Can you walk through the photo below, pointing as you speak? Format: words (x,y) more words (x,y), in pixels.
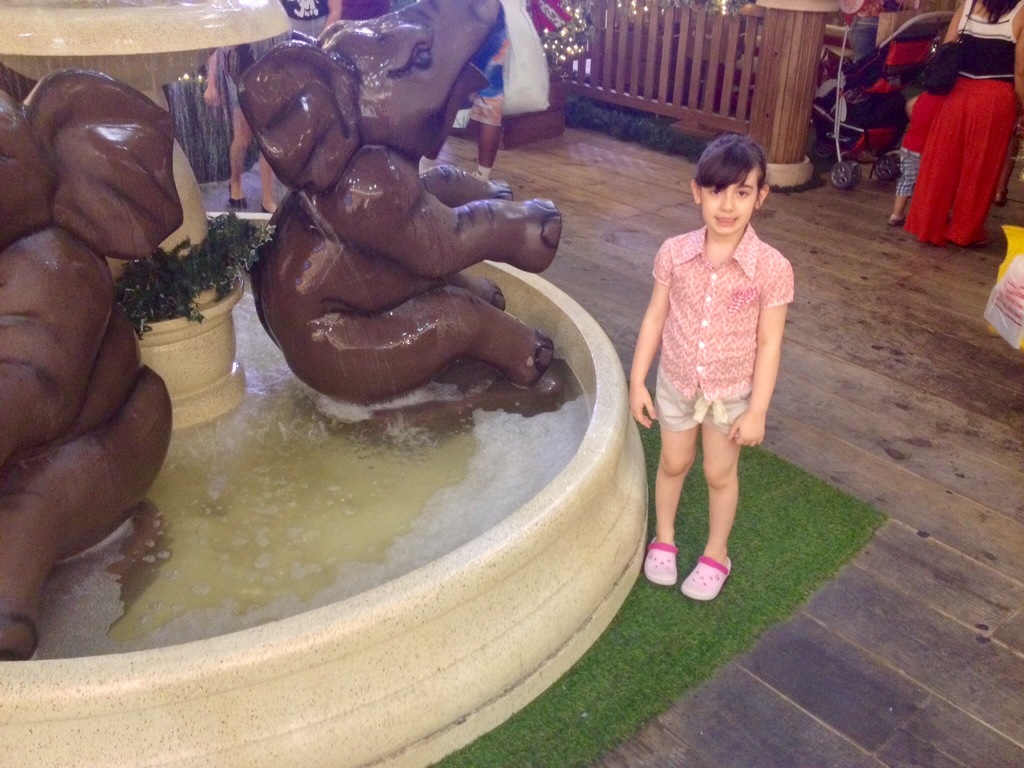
In this image we can see a kid (715,306) wearing pink color shirt (715,314), shoes (668,577) standing near the water fountain (279,367) in which there are some elephant statues (384,179) which are of brown color and in the background of the image (719,116) we can see some group of persons (379,5) walking and there is fencing (754,102).
